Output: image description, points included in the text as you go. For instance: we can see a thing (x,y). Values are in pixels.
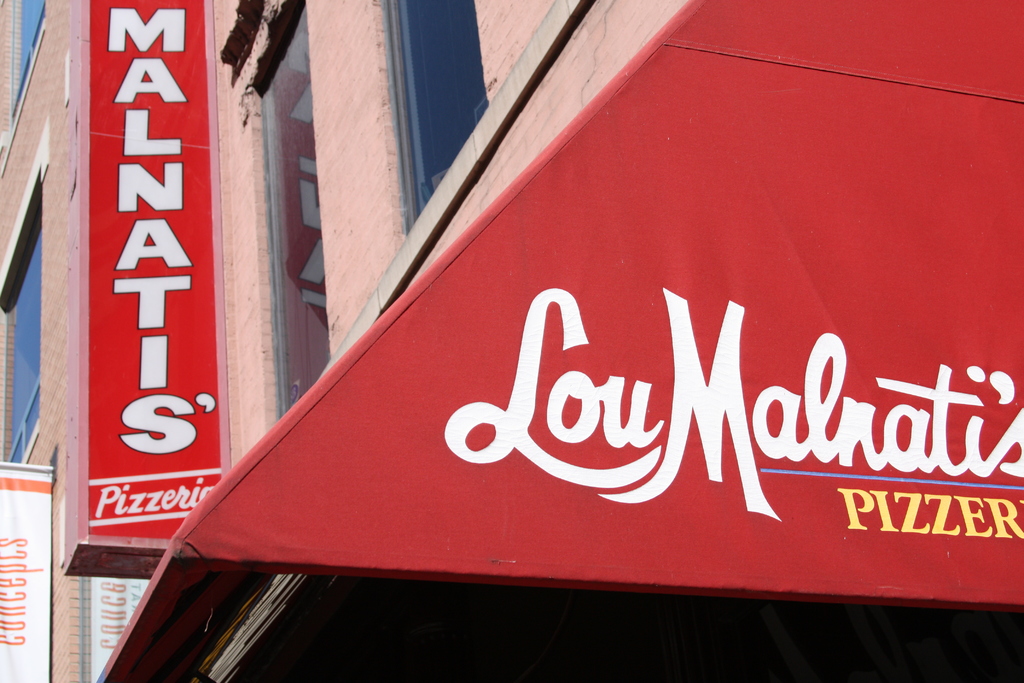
Here in this picture we can see a building (27,42) with number of windows (15,317) present over a place (231,425) and on the left side (201,366) we can see a hoarding (150,353) and a banner (33,475) present and in the front (596,286) we can see a tent like structure (825,94) that is covered with the banners (879,574).
